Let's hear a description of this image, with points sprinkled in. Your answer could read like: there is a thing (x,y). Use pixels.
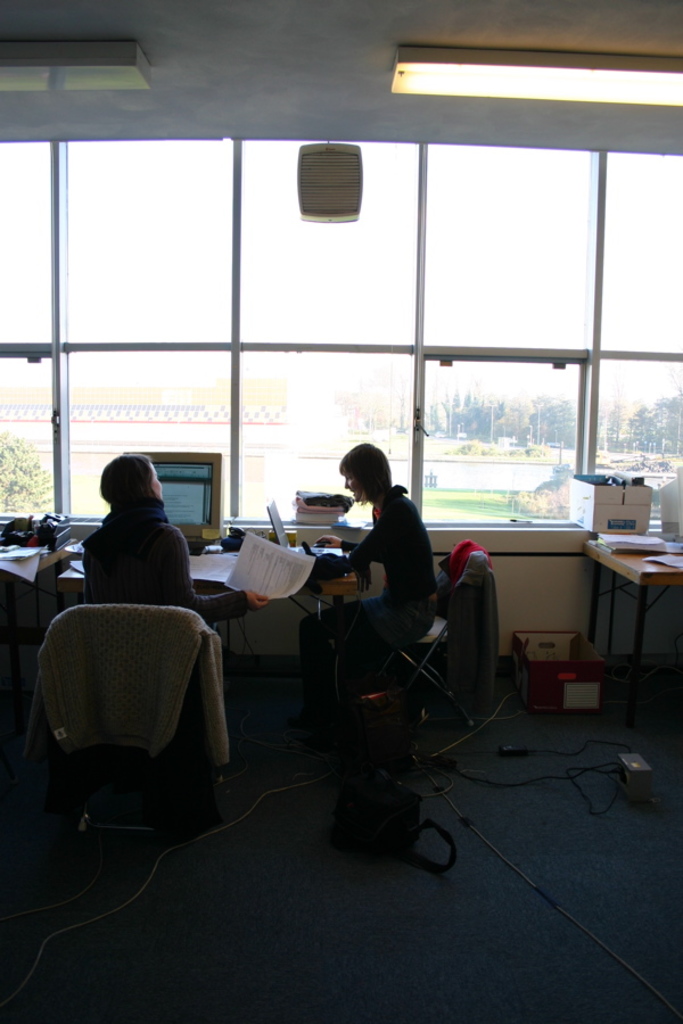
In this image we can see people (370,628) sitting on the chairs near the table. In the background (455,219) we can see glass windows (492,270) through which trees (505,414) and building (150,438) can be seen.
